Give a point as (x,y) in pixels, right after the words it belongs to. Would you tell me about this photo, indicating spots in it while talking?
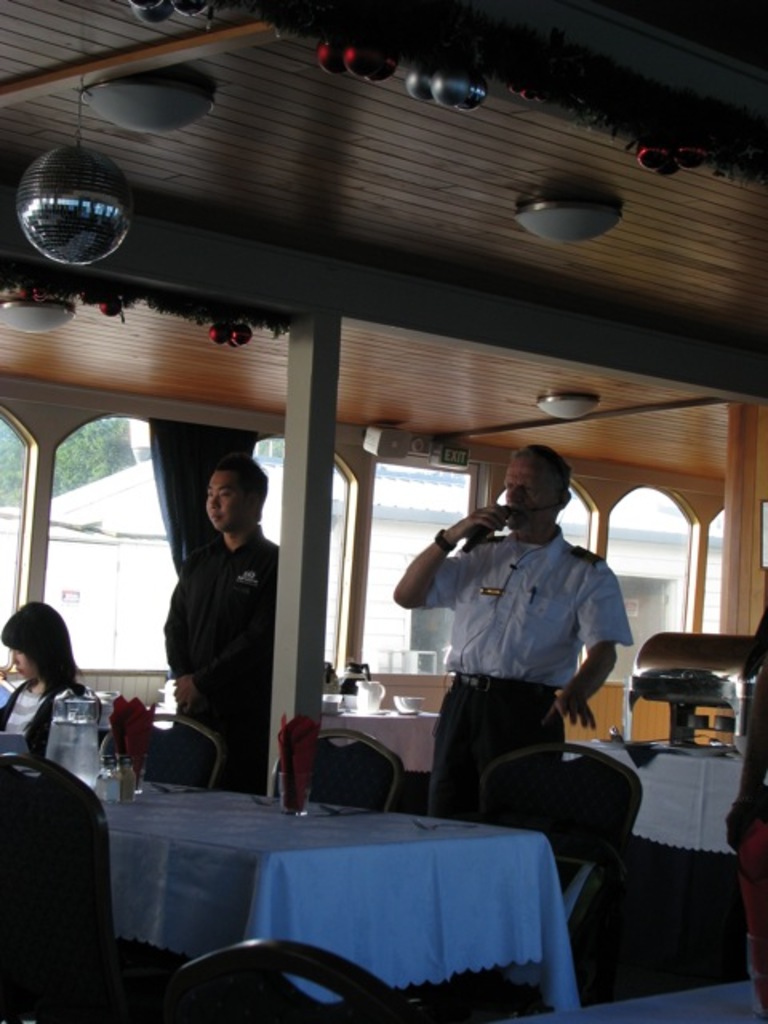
At the bottom of the image (185,750) there are some tables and chairs (534,774), on the tables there are some glasses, spoons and jars (81,732) and a person (45,632) is sitting. In the middle of the image (494,650) two persons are standing and he is holding a microphone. At the top of the image (488,80) there is roof (168,74) and lights (127,114). Behind them there is a glass window (15,435). Through the glass window (99,431) we can see some trees (109,430).
